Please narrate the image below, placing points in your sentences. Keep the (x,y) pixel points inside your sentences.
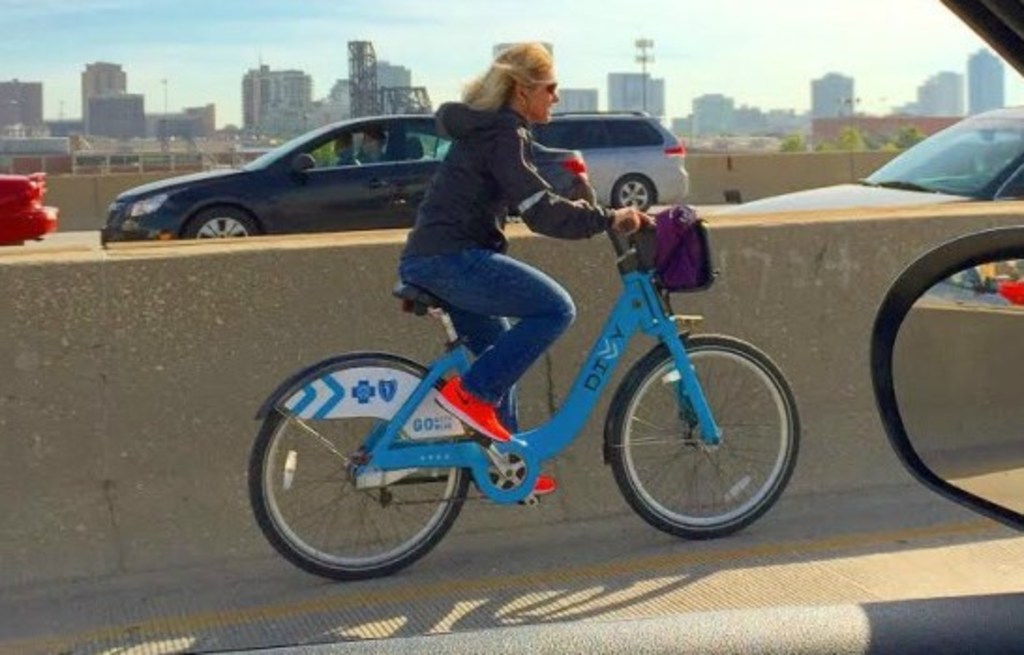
In the center of the image (604,361) we can see a person (580,212) is riding bicycle (656,354). In the background of the image (548,394) we can see the buildings (638,92), lights (637,42), poles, wall (840,158), vehicles (215,236). At the bottom of the image (578,571) we can see the road (440,567). On the right side of the image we can see the plants (850,129). At the top of the image (320,24) we can see the sky (220,64).
